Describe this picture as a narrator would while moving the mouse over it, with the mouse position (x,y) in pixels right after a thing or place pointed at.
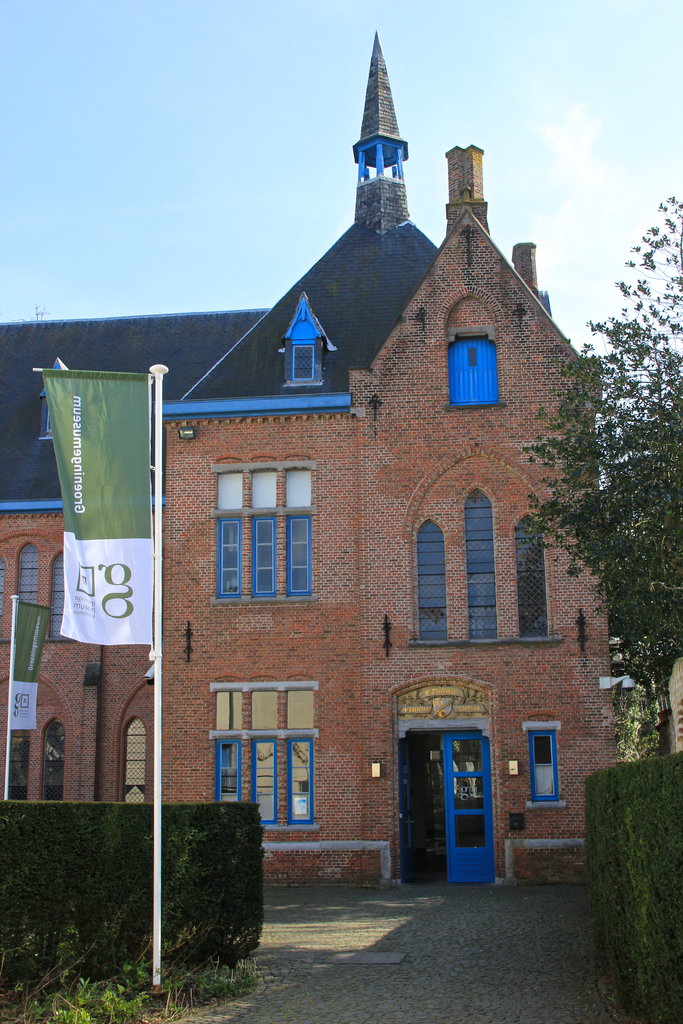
In this image there is a building (336,638), in front of the building (153,721) there are flags (158,774) and trees (625,586). In the background (134,197) there is the sky (228,216).
